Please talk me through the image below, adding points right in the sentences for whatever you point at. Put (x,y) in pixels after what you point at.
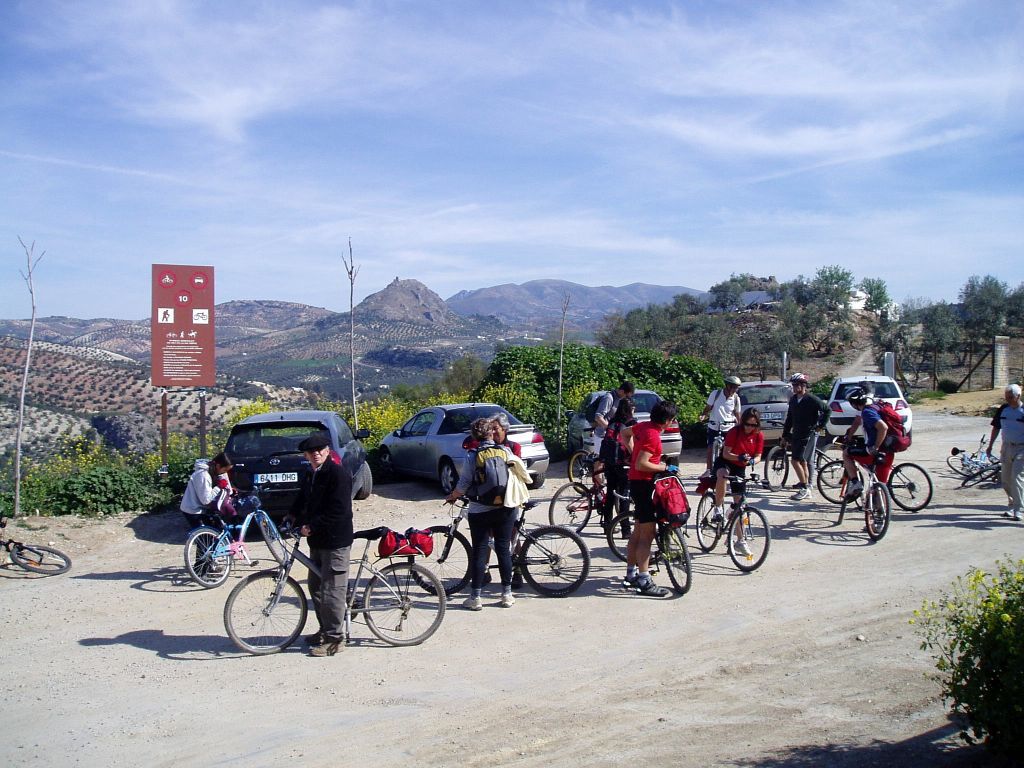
In this image i can see few persons (510,483) holding the bicycles (833,486) and a person (1014,498) walking, I can see the path (684,607) and a plant (961,676). In the background (707,392) I can see few trees (816,301), a board (189,348), few cars (753,384), few buildings (860,293), few mountains (572,308) and the sky (617,170).
